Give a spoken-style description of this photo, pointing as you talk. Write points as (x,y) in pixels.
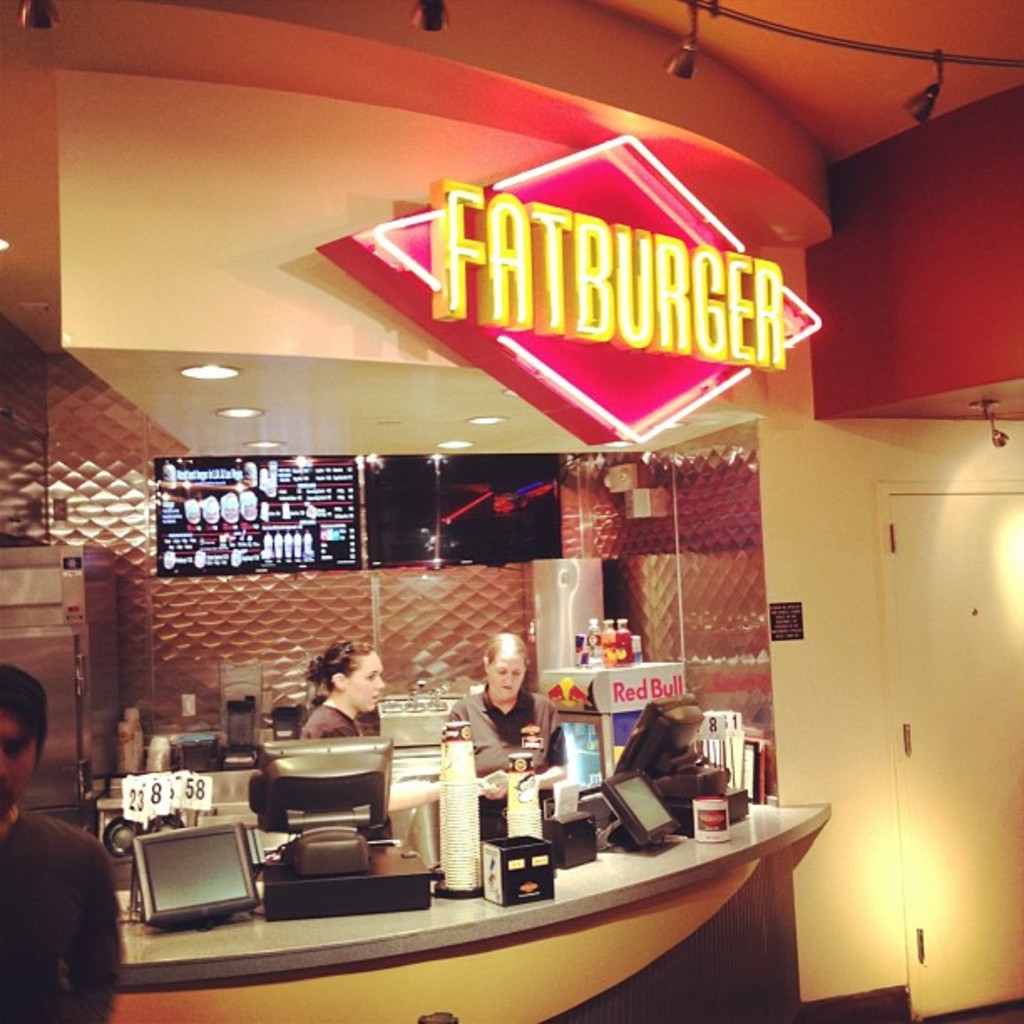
In this image there is a counter (339,968) on that counter (252,955) there are cups (468,798), monitors (340,771), behind the counter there are two women (503,726) standing and there is a fridge (632,673) on that fridge (556,685) there are bottles (591,655), in the background (356,523) there are screens (315,485) on the top (503,215) there is a text (443,213), on the left side (33,930) there is a man (85,874) standing.
